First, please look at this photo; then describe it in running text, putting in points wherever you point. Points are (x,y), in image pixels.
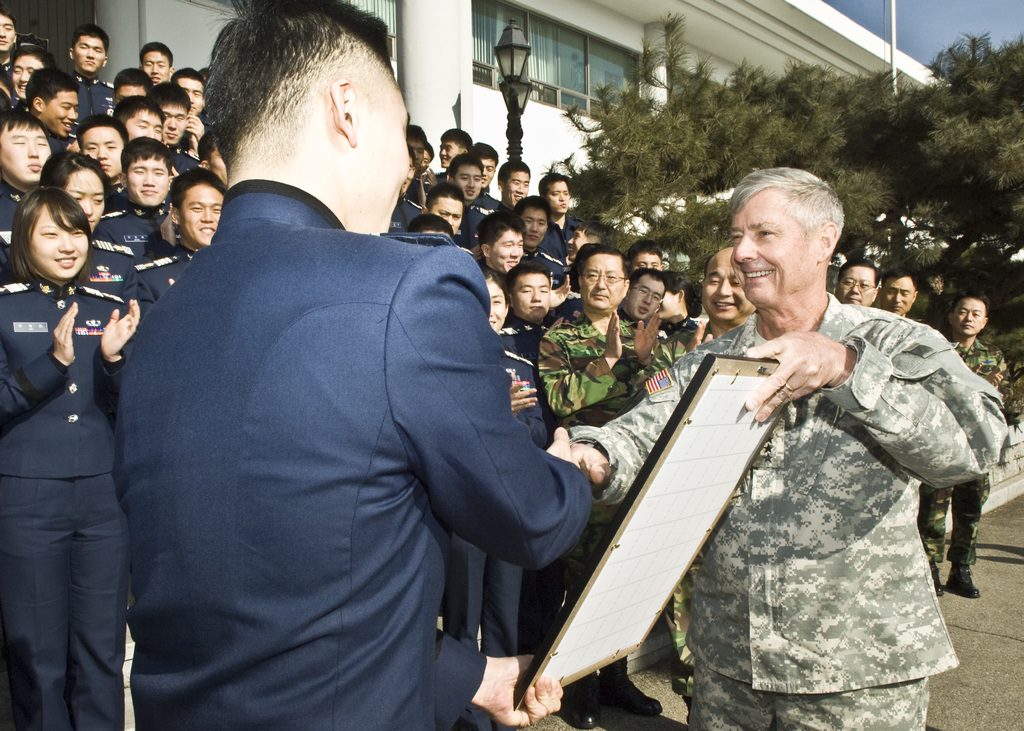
In this image I can see few people (556,176) are standing and wearing different color dress (902,384). In front (705,470) the person (781,397) is holding a frame (688,523) and smiling. Back Side I can see white building (627,16), glass windows (567,40), light-poles (508,49) and trees (846,99). The sky (902,37) is in blue color.
